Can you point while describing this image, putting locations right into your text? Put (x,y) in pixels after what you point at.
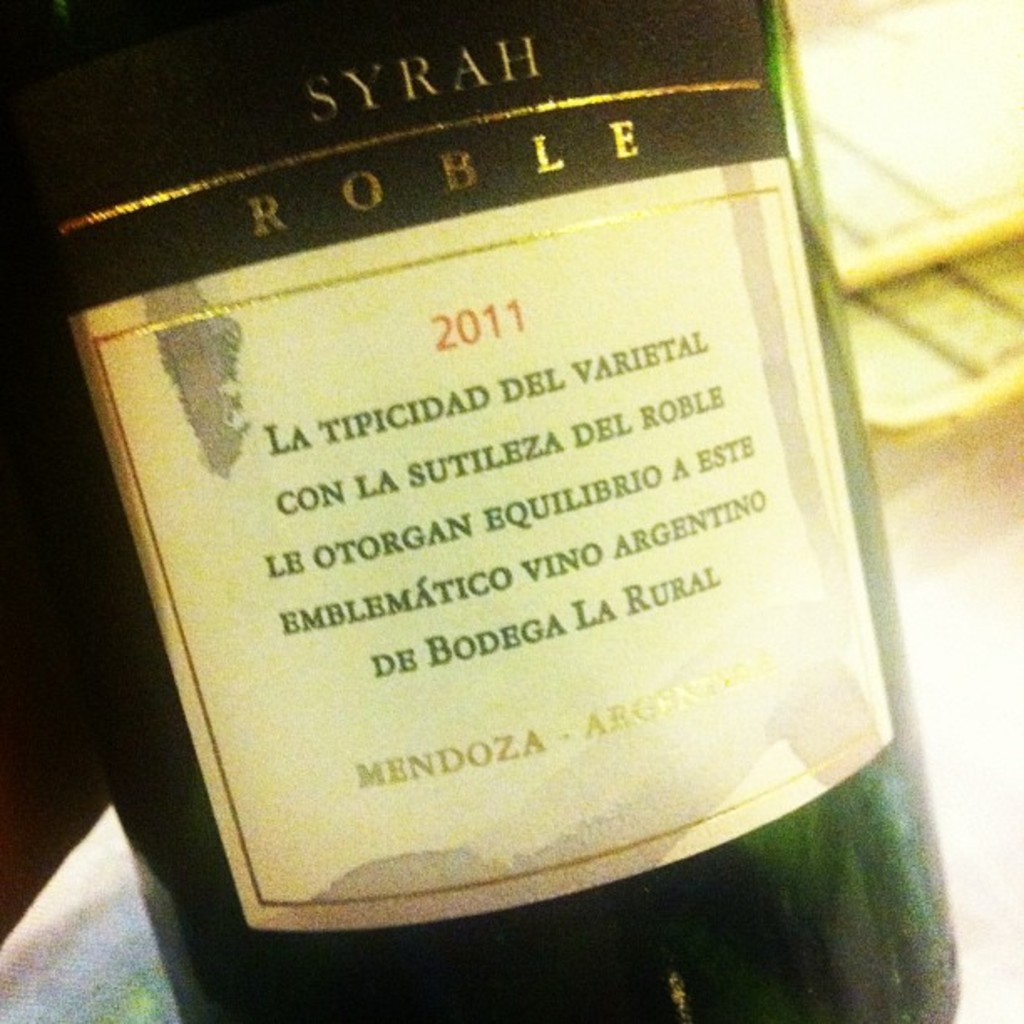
In this image I can see there is a wine bottle (417,381) and there is a label (454,405) on it, the background of the image (98,906) is blurred.
